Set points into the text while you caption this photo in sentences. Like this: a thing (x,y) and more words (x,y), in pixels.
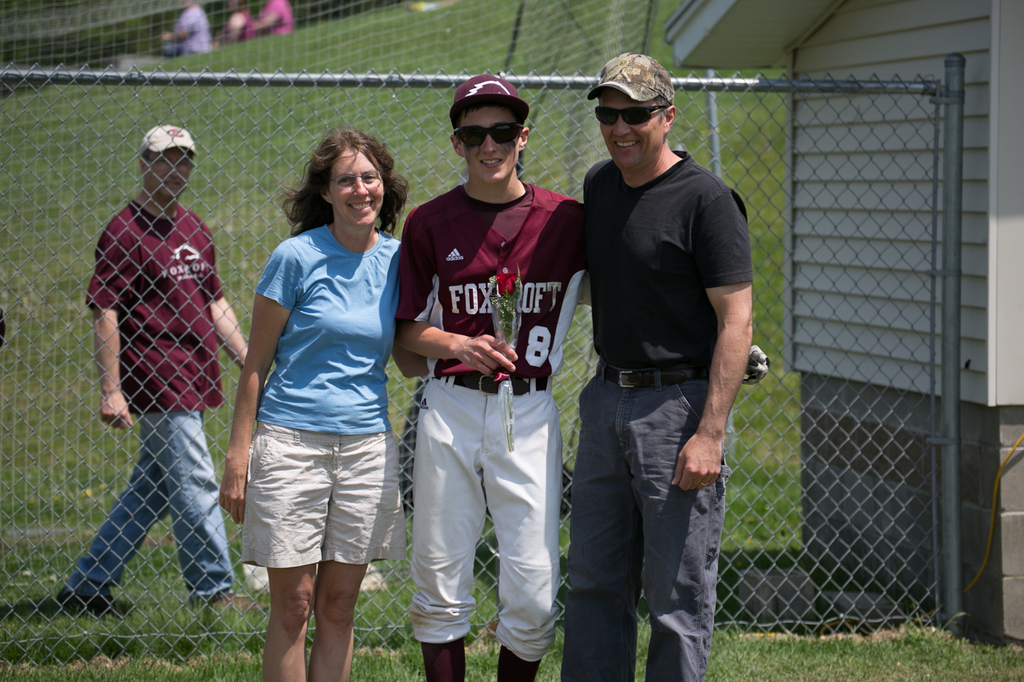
In this image I can see group of people (719,367) standing, the person (639,291) at right (727,319) is wearing black and gray color dress (598,429) and the person (226,477) at left (281,366) is wearing blue and white color dress (277,465). Background (66,376) I can see the railing (76,291) and I can also see few persons (98,298) and the grass (354,38) is in green color.
